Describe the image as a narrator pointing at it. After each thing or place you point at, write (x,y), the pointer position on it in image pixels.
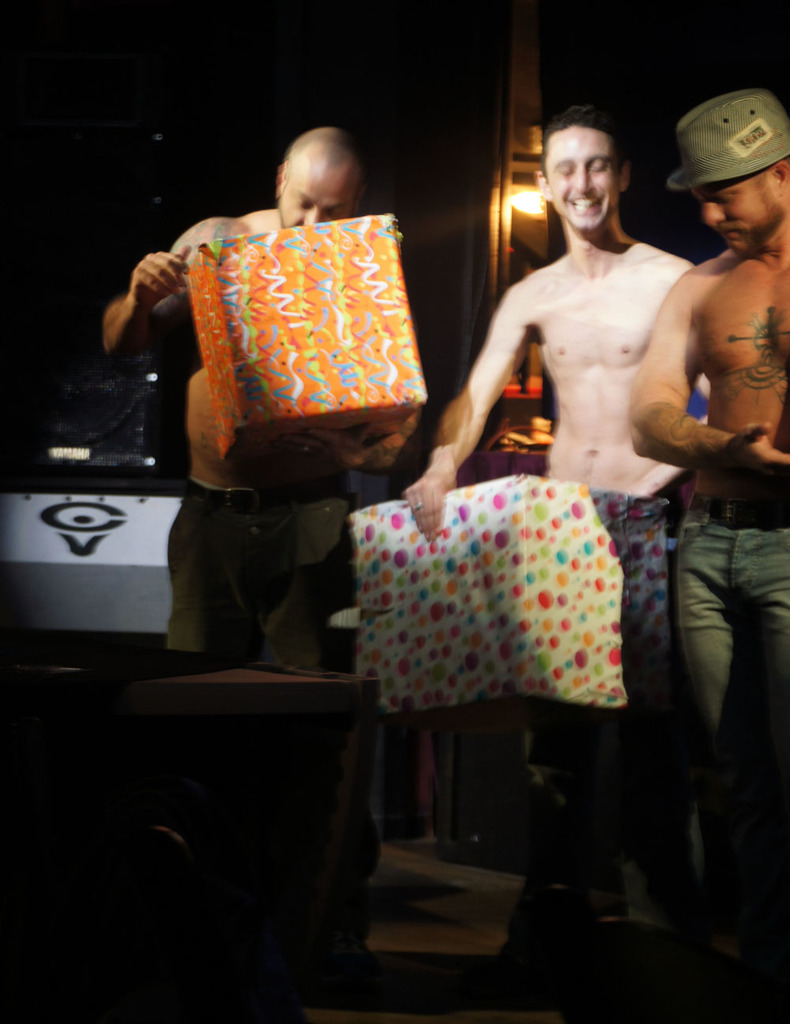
There are three persons (544,345) standing as we can see in the middle of this image (267,510). The two persons (289,456) are holding an object (444,598) and we can see other objects (71,458) in the background (54,422).
